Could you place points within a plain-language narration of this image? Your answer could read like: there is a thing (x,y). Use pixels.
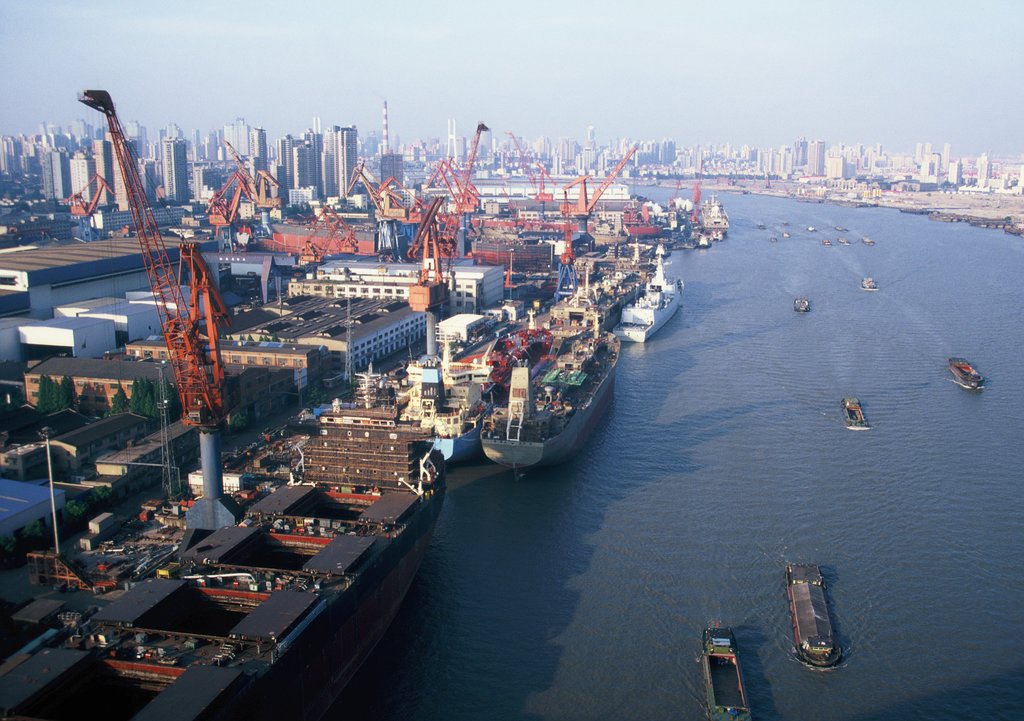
In this image we can see a few boats (422,453) on the water (571,478), there are some buildings (354,277), cranes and trees (144,413), in the background (628,122) we can see the sky (633,89).
